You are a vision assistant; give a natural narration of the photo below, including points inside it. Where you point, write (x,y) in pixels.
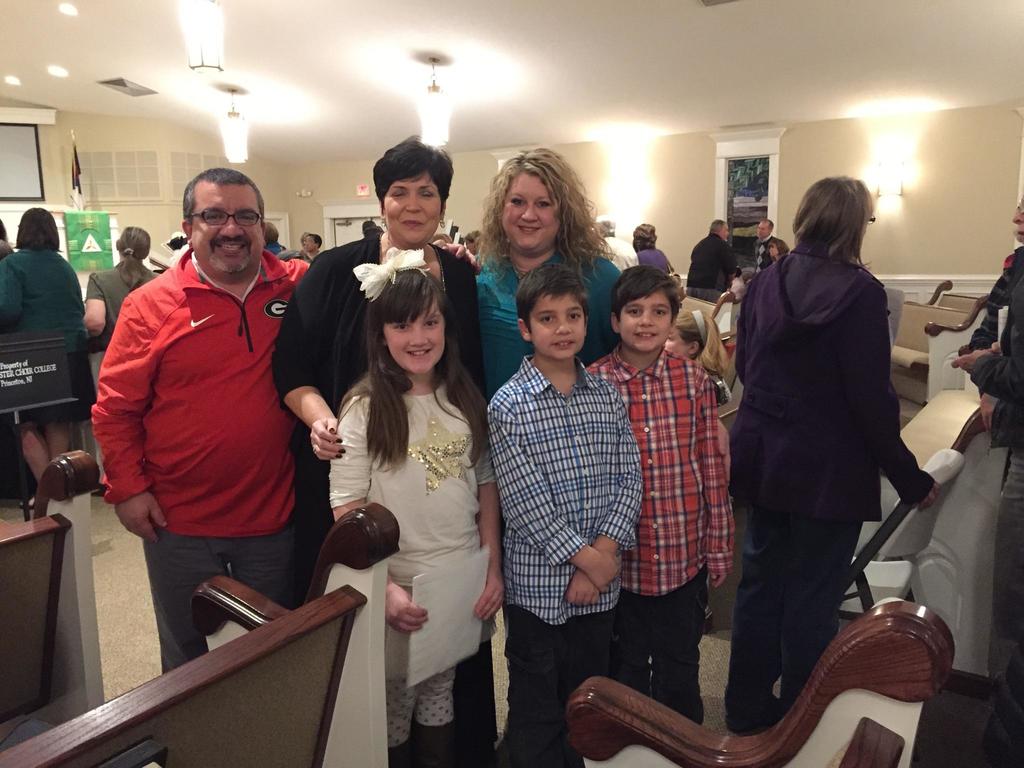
In this picture there are people (420,291) those who are standing in the center of the image (556,273) and there are benches (52,590) at the bottom side of the image (32,581) and there are other people (55,242) and posters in the background area of the image (50,289), there are lamps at the top side of the image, there is a flag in the background area of the image.-
